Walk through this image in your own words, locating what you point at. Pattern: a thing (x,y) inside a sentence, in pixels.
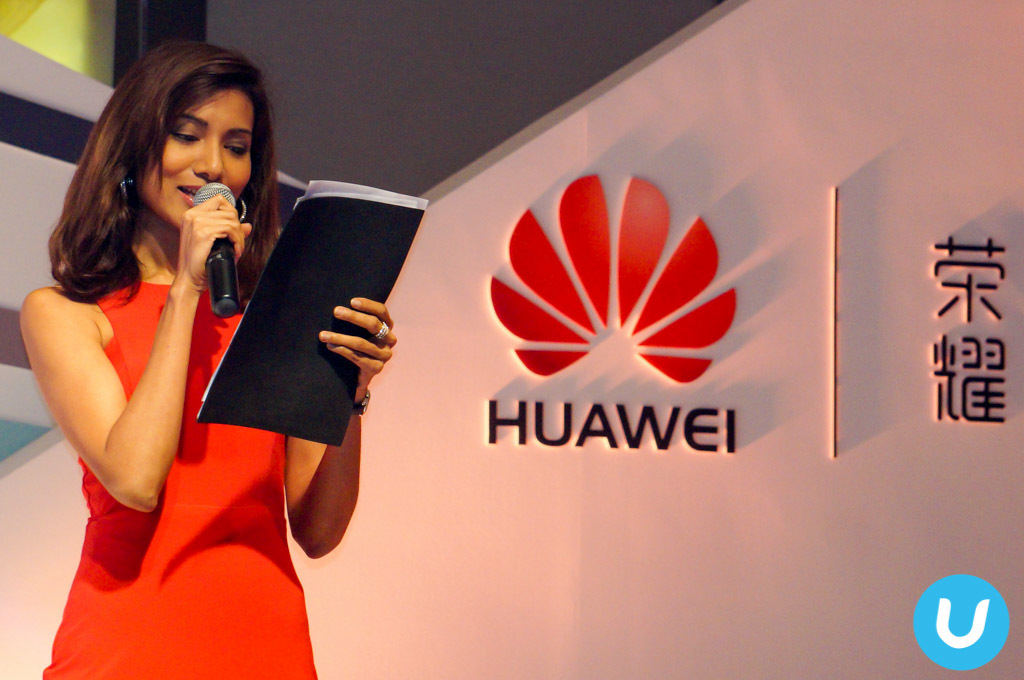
In this image there is a person (224,509) wearing red color dress (201,525) holding a microphone (224,191) and a book (336,399) in her hands (232,221) and at the right side of the image (769,327) there is a wall (676,315) on which it is written as Huawei.
